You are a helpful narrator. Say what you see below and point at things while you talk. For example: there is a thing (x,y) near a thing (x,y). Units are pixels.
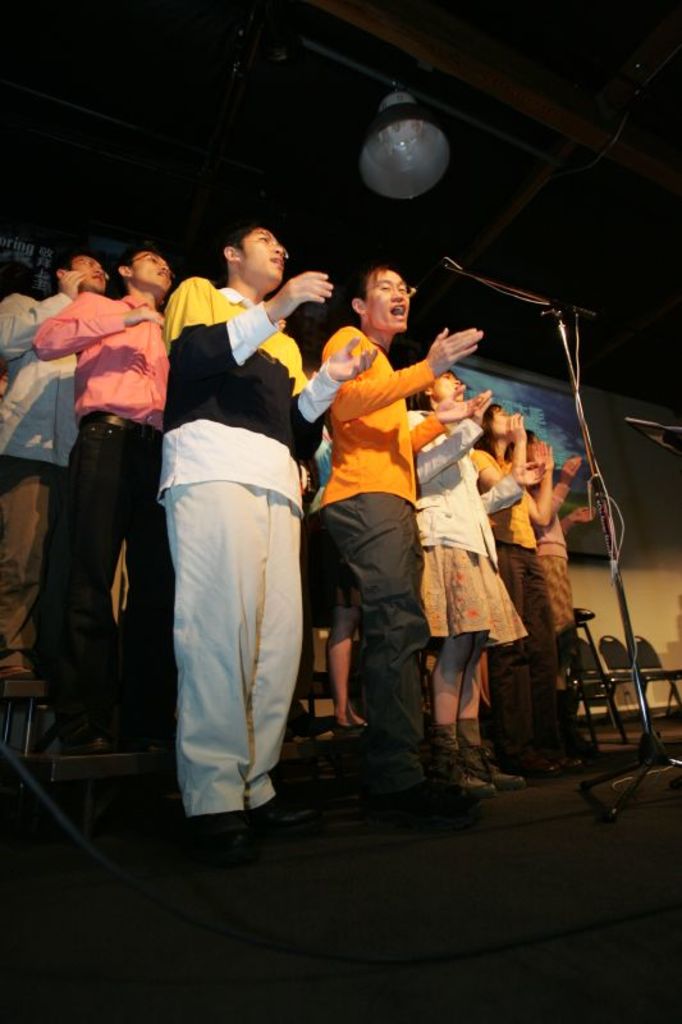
We can see few persons (231,816) are standing on the stage (351,756) and singing. On the right side (645,704) we can see a mic stand (479,281). In the background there is a screen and chairs (594,684) at the wall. There is a light (427,156) hanging to a pole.
